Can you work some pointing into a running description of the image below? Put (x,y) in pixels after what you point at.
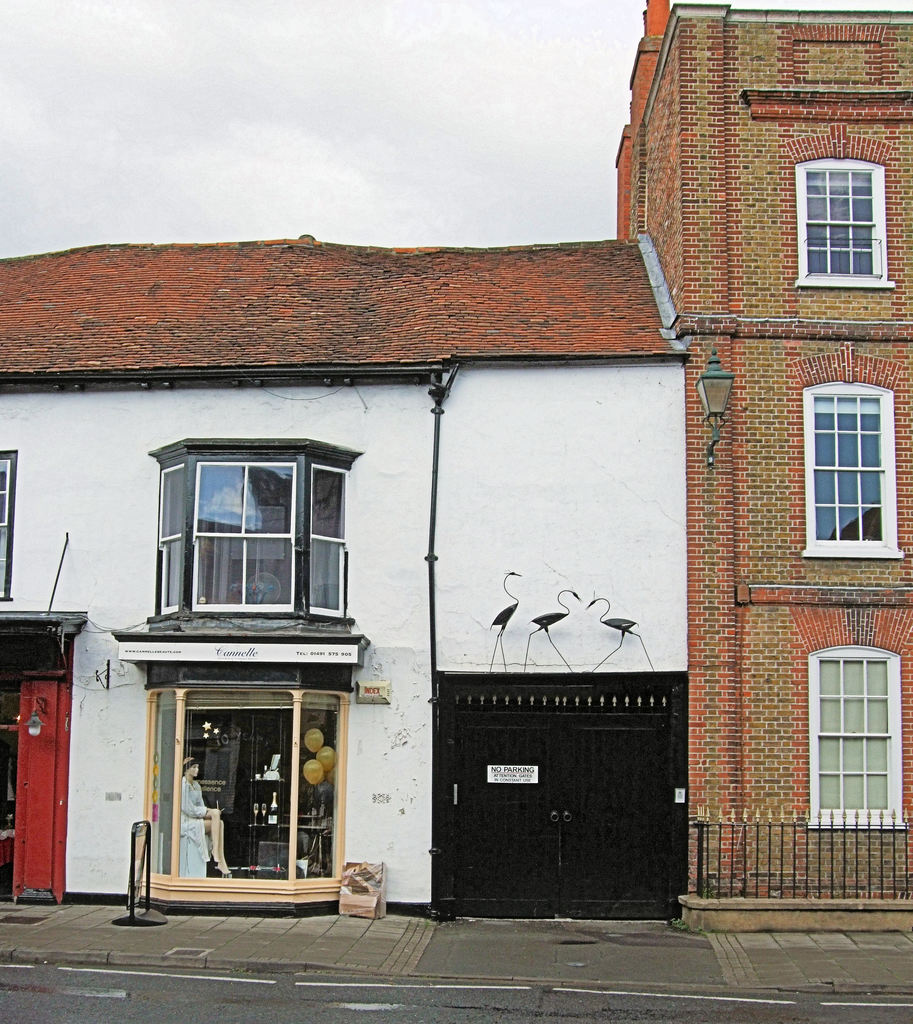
In this image we can see a roof house (329,575) and also the building (884,317) which is having the windows (837,242), fence (774,833) and also the light (719,386). We can see the cloudy sky (286,136) and at the bottom (240,961) there is path (254,927) and also the road (312,1014). We can also see the depiction of a woman (215,834) and also balloons (309,774) and a paper bag (374,886) in this image.
